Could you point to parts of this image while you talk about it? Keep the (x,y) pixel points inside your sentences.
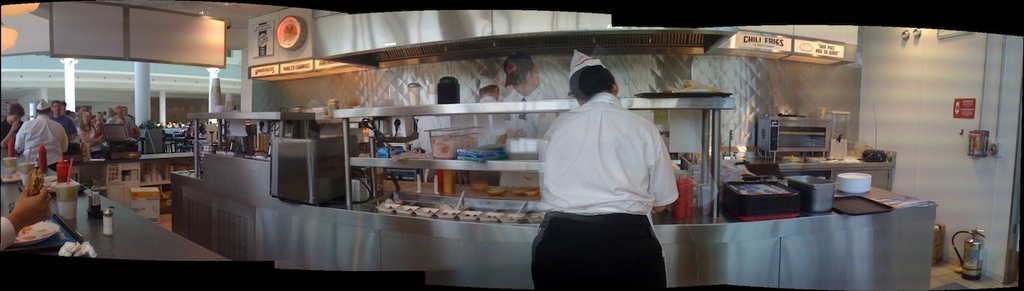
In this image, we can see few people (641,254), kitchen platform (740,272), machines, buckets (455,134) and objects (429,157). On the right side (981,171), we can see wall (924,124), pipes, poster (962,116), fire extinguisher (972,278). Left side of the image (77,123), we can see a group of people (35,146). Here we can see desk (136,234), few things (72,196) and items (60,181). Background (274,103) we can see pillars (146,96) and walls (153,69).
